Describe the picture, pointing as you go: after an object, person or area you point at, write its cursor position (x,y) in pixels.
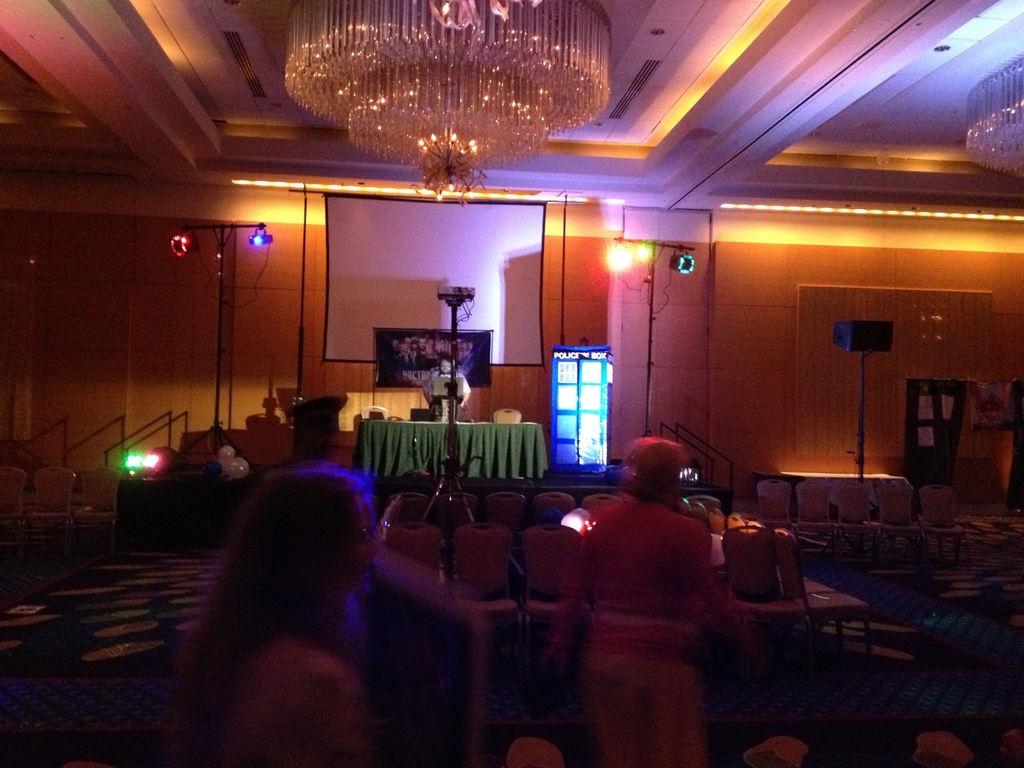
This picture is taken inside the room (859,461). In this image, on the left side (266,762), we can see a woman (255,754). In the middle of the image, we can also see another person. On the right side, we can see a door (936,391) and a table (809,487). In the background (536,555), we can see few chairs (556,553), lights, table (517,437), electronic instruments (454,442). In the background (412,375), we can also see a black color board (412,354) and also a white color board (531,337). At the top (274,114), we can also see a roof (683,148).
